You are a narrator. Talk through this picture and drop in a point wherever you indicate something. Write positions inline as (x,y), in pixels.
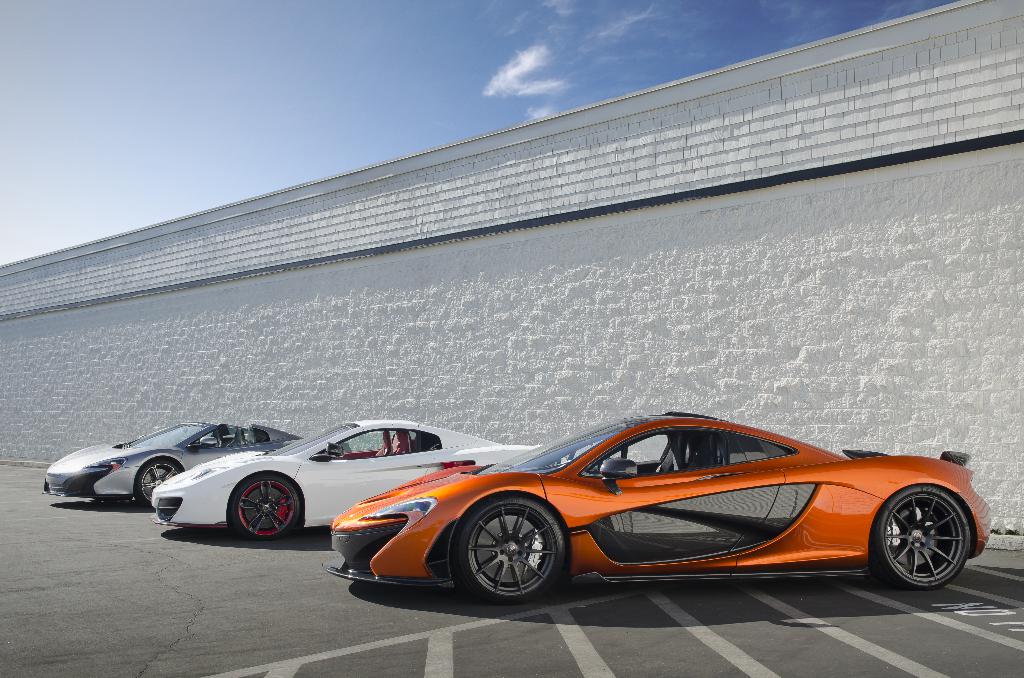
In this image we can see three cars (278,508) on the road (469,622) and white color wall (477,307) and the sky (486,54) at the top (394,65).
